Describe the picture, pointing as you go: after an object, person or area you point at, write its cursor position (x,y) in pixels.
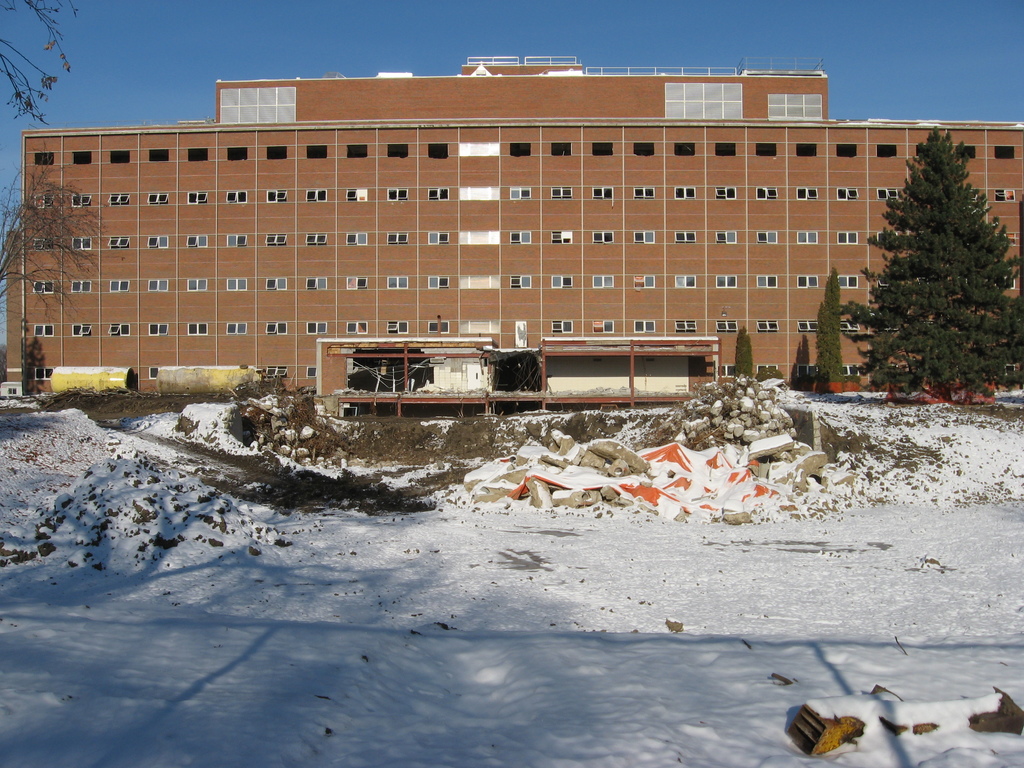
This picture is clicked outside. In the foreground (225,679) we can see the snow (165,522) and we can see the rocks (623,466), and some other objects (664,496) are lying on the ground (812,561). In the center (390,413) we can see the trees (935,288), building (481,346) and some other items (278,390). In the background (305,76) we can see the sky (967,73).
